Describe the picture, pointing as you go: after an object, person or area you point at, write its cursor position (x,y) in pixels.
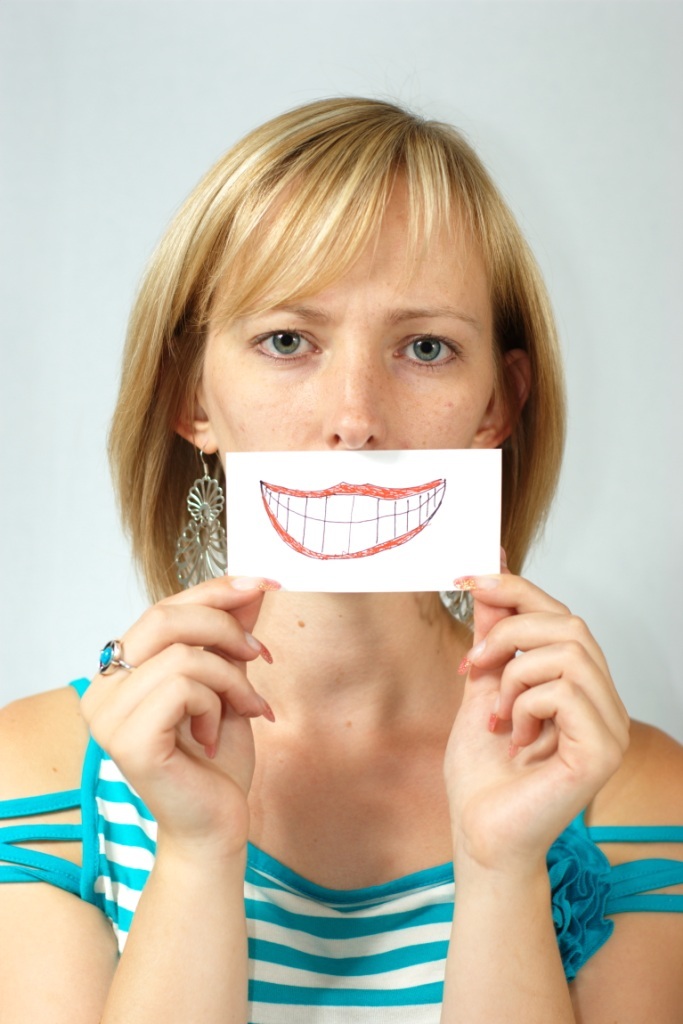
In this picture there is a woman (287,449) holding a paper (444,470), on this paper (424,471) we can see painting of a mouth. In the background of the image (437,69) it is white.
